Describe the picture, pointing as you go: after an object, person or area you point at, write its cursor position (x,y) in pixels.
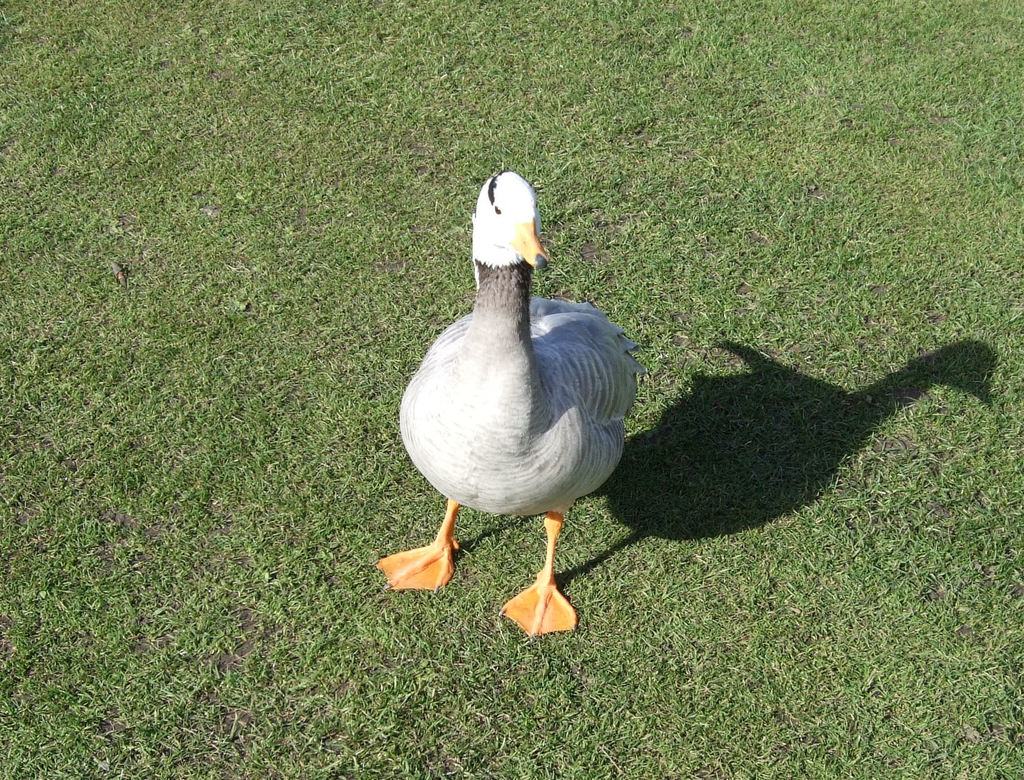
In this picture we can see the white color duck (611,465), standing on the grass ground (356,625).
